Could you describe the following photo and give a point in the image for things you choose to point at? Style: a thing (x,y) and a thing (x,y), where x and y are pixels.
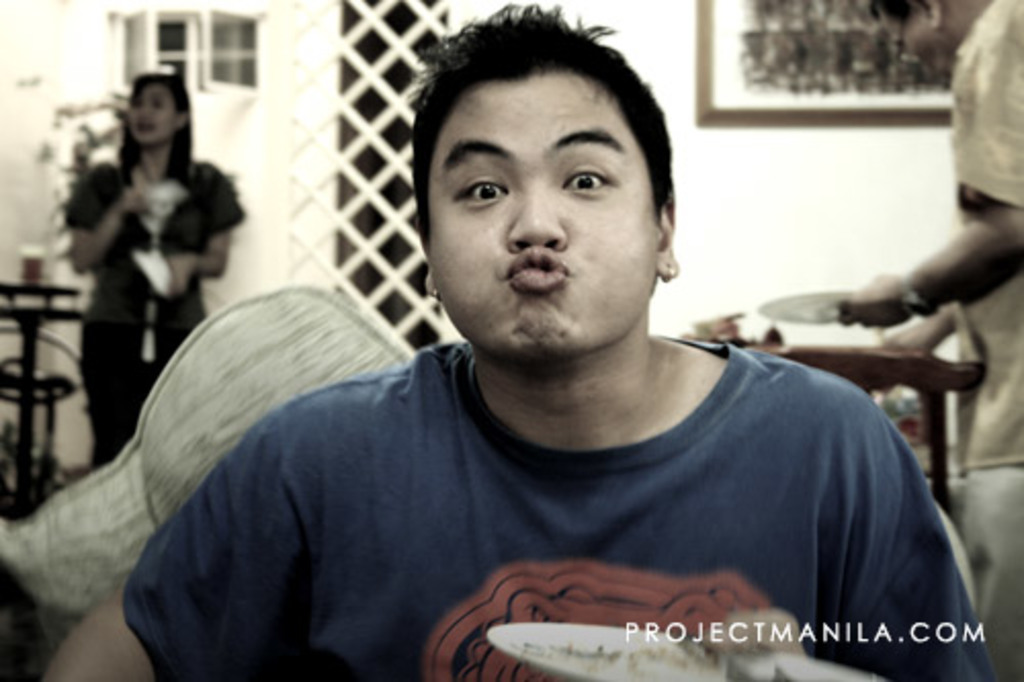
In the front of the image (477,345) we can see a person (504,560) is holding a plate (731,664). In the background of the image (1013,354) there is a woman (106,206), another man (992,38), picture (833,83), mesh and there are objects (245,353). A woman (170,122) is holding objects (155,216) and the other man (962,321) is also holding a plate (816,306). Picture (710,4) with the frame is on the wall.
